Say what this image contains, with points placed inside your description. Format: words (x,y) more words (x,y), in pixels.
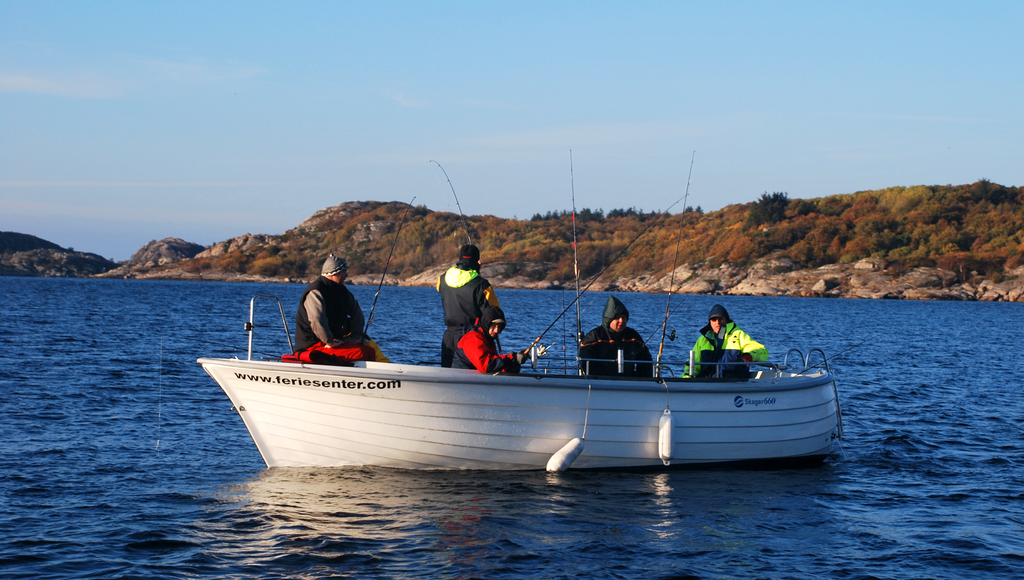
This picture might be taken from outside of the city. In this image, in the middle (532,367), we can see a boat (830,398). On the boat (482,391), we can see group of people (454,309) sitting and standing and holding fishing tackle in their hands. In the background (407,222), we can see some rocks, trees (837,200), plants (598,223). On the top (474,61), we can see a sky (500,93), at the bottom (107,387) there is a water (200,446) in a lake (891,542).
